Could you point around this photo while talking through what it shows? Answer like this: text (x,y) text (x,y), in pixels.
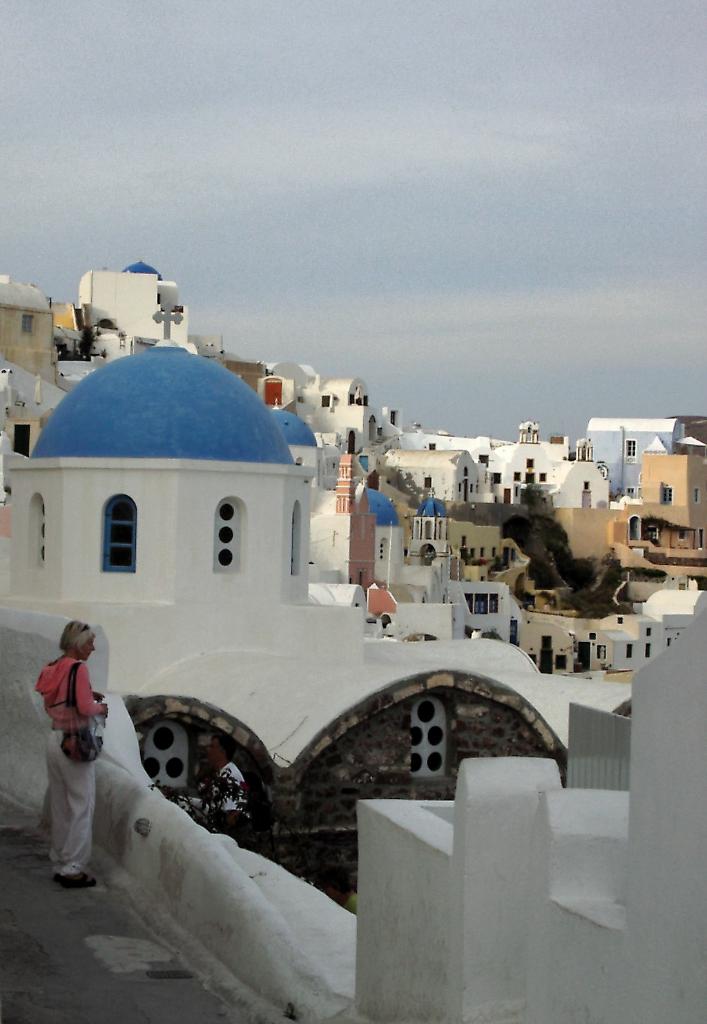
In this image there are some buildings (542,442) and trees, and on the left side (64,762) there is one person (54,754) who is standing. At the bottom (79,933) there is a road (86,948), and at the top of the image (473,122) there is sky (299,179).
